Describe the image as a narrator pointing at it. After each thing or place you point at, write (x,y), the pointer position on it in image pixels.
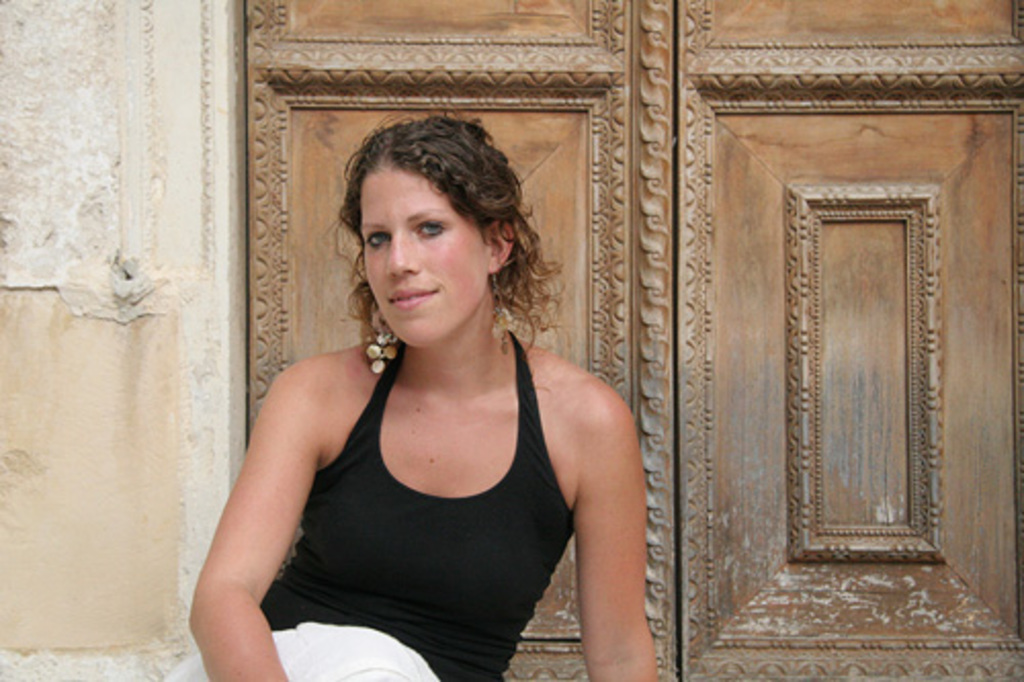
In the picture I can see a woman (442,495) is sitting and smiling. The woman (459,493) is wearing black color top (440,571). In the background (741,177) I can see a wall (234,210) and wooden doors (629,195).
